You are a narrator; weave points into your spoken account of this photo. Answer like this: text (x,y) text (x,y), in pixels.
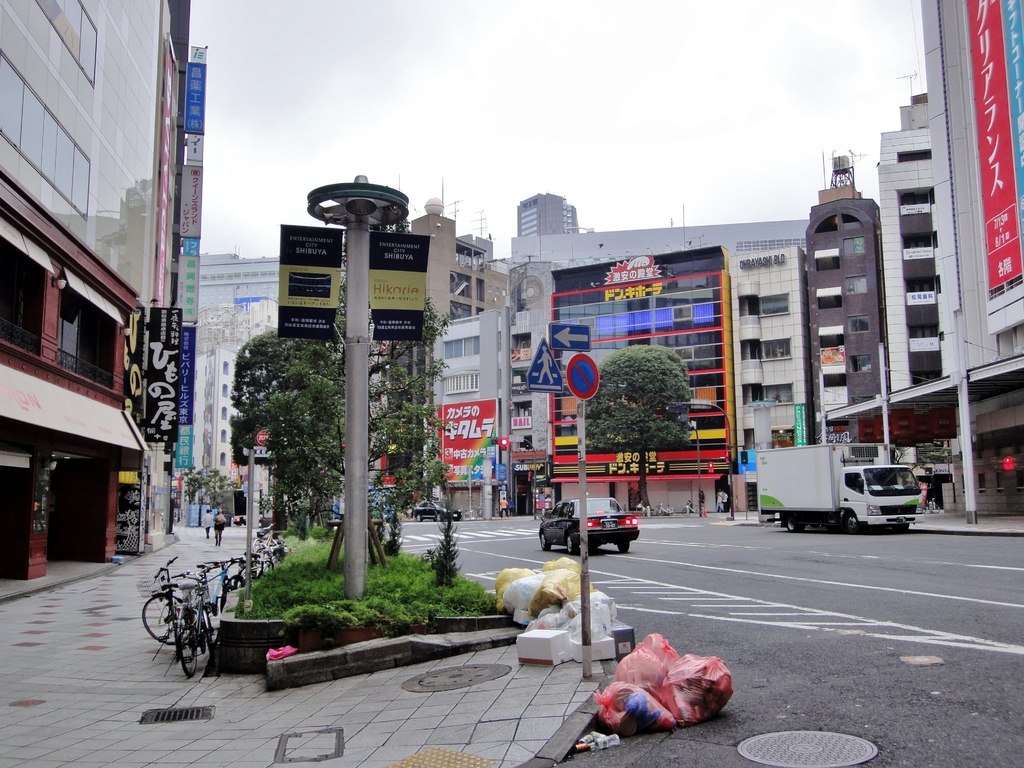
In this image we can see few buildings (469,338), few boards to the buildings (516,338), trees (655,408), poles (349,459) with sign boards (582,397) and posters (309,288), grass (332,573), few bicycles (234,582) on the pavement (185,700) and few objects (622,664) and there are few vehicles (547,518) on the road (830,632) and the sky (570,108) in the background (518,104).
